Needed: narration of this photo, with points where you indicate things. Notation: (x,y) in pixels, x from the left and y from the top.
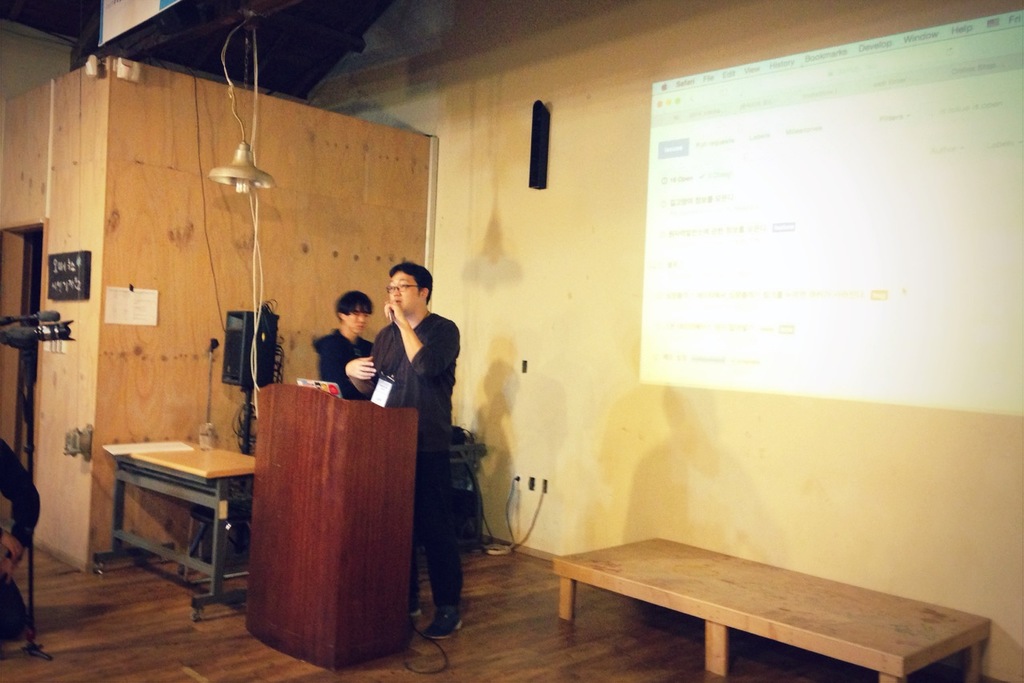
As we can see in the image there is yellow color wall (578,307), screen (828,196), a table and two people (328,340) over here.
